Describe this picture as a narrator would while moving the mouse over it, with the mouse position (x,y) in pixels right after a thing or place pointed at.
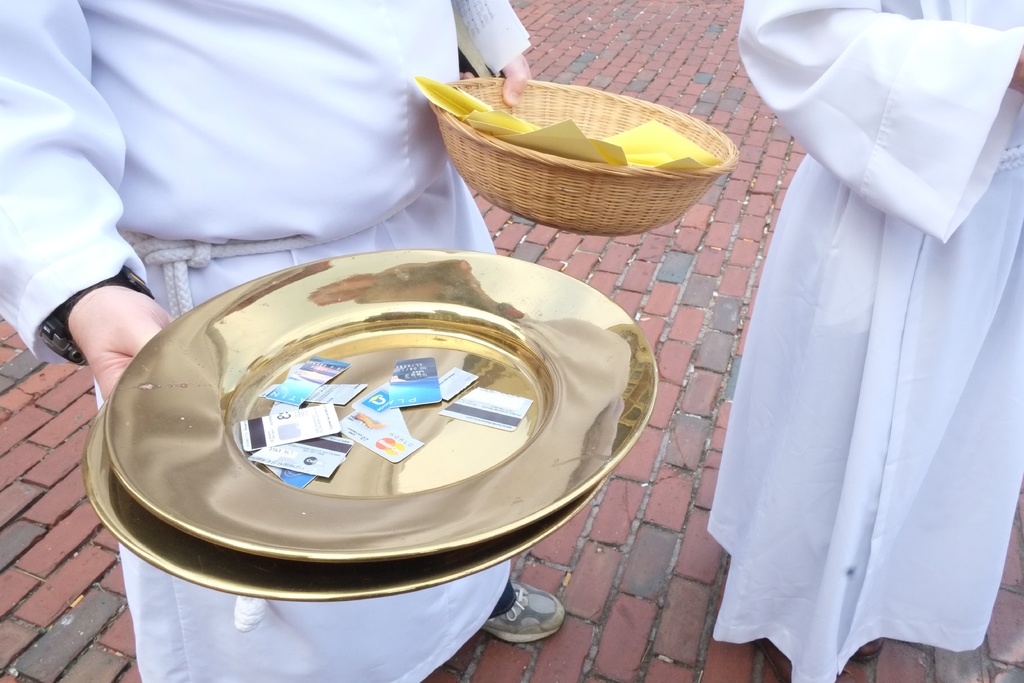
In this image, we can see a person (512,100) whose face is not visible holding plates (186,384) and basket (544,180). There is an another person (860,289) on the right side of the image (951,324) standing and wearing clothes (957,331). There are some cards (460,410) on the plate (385,362).
